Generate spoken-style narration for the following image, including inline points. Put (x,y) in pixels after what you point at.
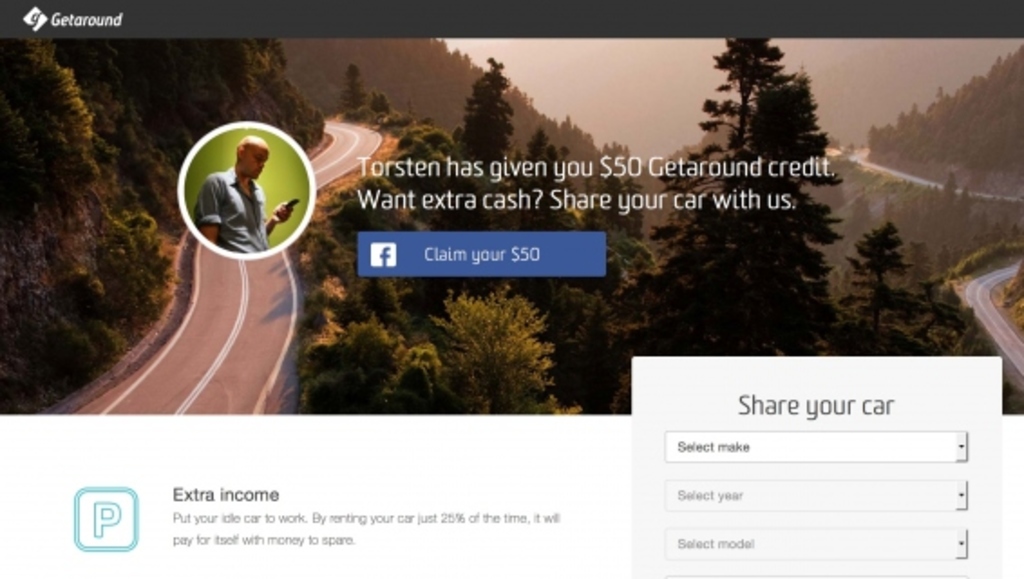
There is a logo (136,530) and text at the bottom of this image (401,503). We can see a picture (264,195) of a person (244,227), a road (239,309) and trees (672,285) in the middle of this image (483,338) and we can see some text (412,168) on it. There is a logo (66,23) in the top left corner of this image (30,23).
